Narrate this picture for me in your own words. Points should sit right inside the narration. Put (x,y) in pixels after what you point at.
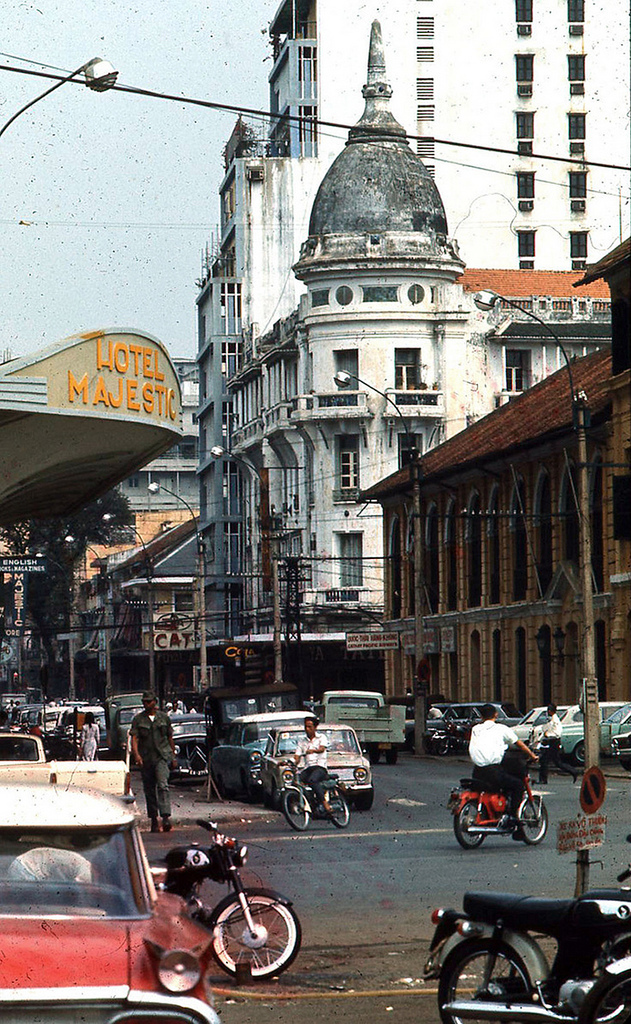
This picture we can see couple of vehicles (461,834) and peoples (489,757) on the road (398,777), and we can find couple of buildings (368,585) poles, and trees (69,563).
